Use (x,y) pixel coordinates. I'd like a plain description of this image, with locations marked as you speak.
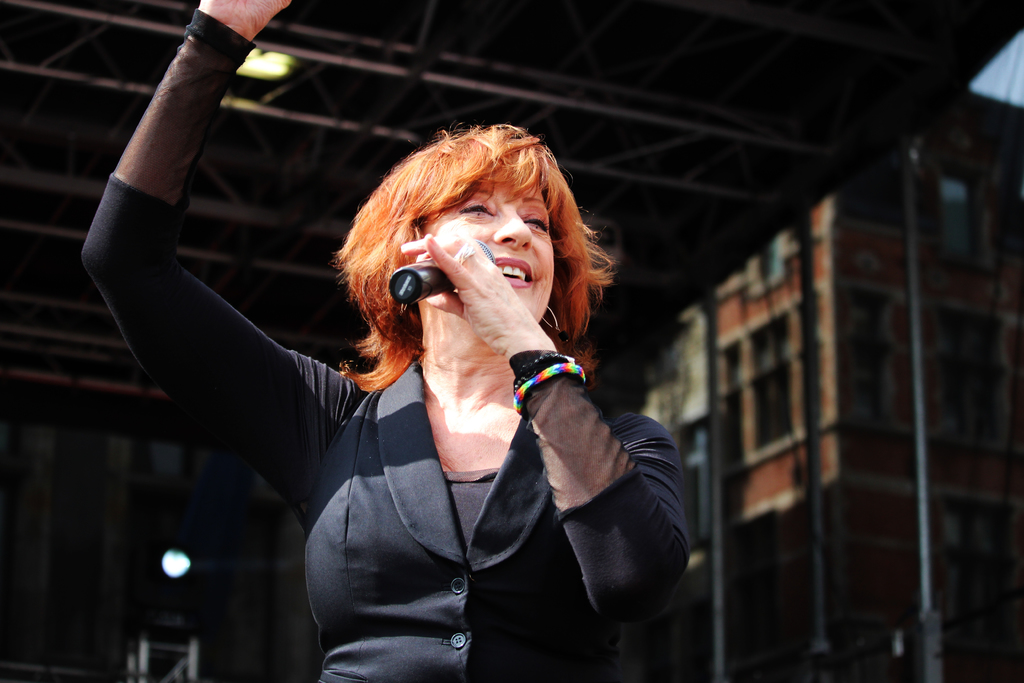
In the foreground (501,301), a woman (642,490) is standing and singing a song in the mike (431,287). A roof top (444,111) is of metal (705,141). In the right middle (843,285) background (897,399), building (865,315) is visible. And above of that sky (1000,73) is visible blue in color. At the bottom (169,557), light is visible. This image is taken outdoors during day time.
